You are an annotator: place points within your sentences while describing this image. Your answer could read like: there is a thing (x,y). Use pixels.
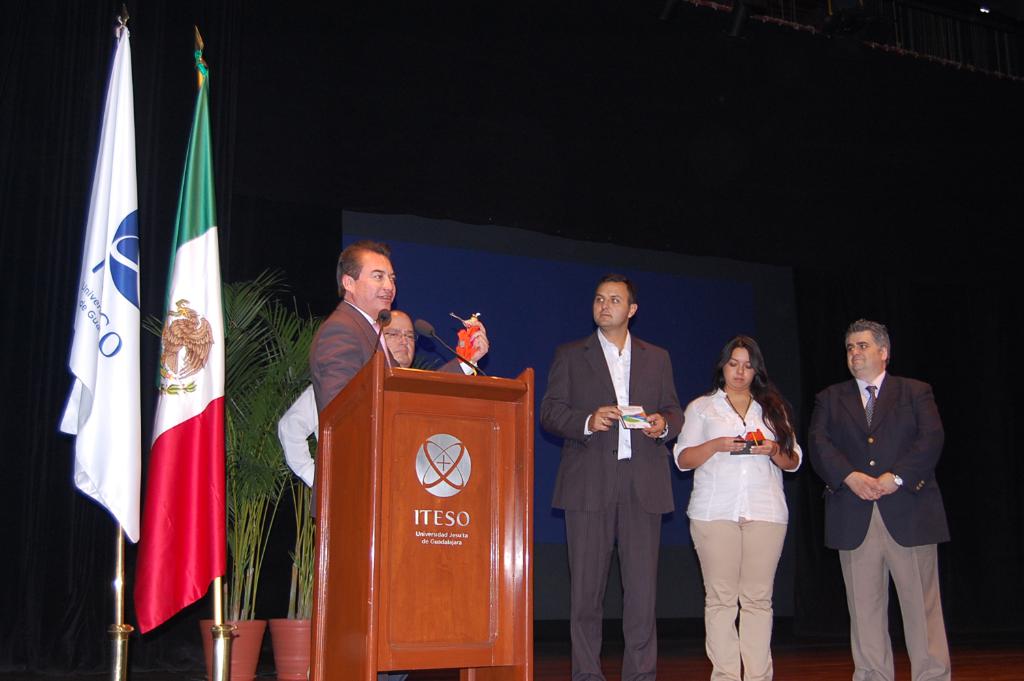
In this image we can see this person (341,306) is standing near the podium (371,540) and this people (613,434) are standing on the stage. In the background (665,295), we can see projector screen (658,292), flower pots (248,651) and flags (112,420). The background of the image (799,77) is dark.
